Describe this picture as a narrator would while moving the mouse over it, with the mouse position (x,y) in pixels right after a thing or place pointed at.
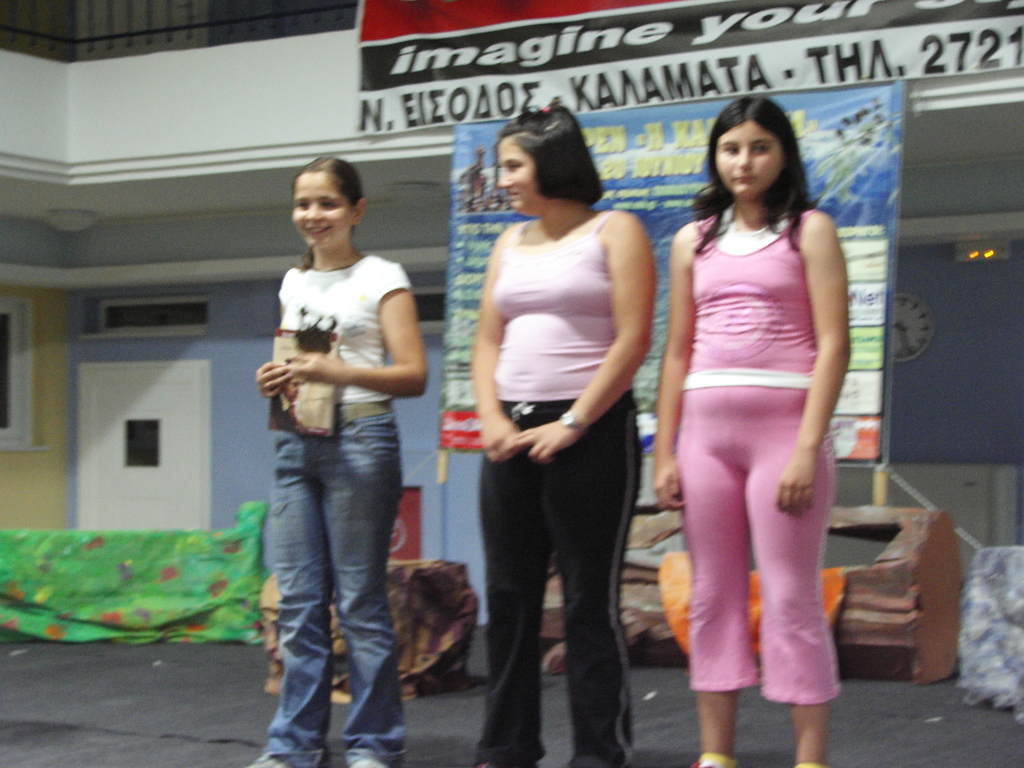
In this picture we can observe three girls (518,410) standing. Two of them was smiling. There is a blue color poster (613,155) behind them. On the left side (87,561) we can observe green color cloth (113,593) and a white color door (126,429). In the background (221,443) there is a blue color wall (247,397).
